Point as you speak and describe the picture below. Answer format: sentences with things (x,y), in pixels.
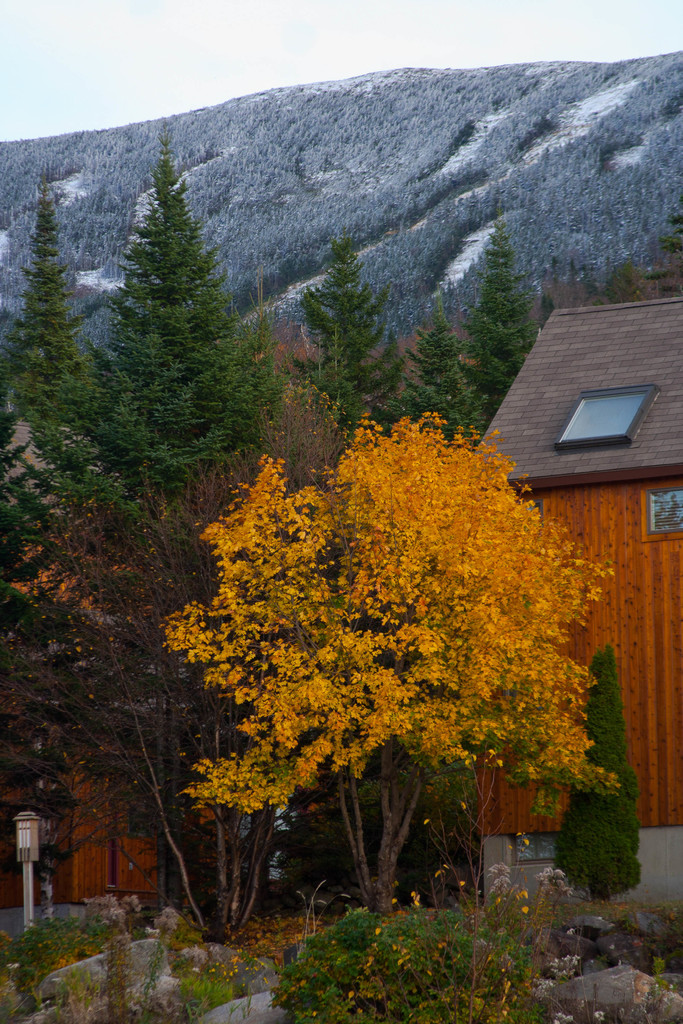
At the bottom of the picture (353,952), we see plants (374,966) and rocks (589,976). There are many trees (333,666) and buildings (543,465) in brown color. In the left bottom of the picture (31,818), we see a pole (25,829). There is a hill (315,156) in the background (388,325). At the top of the picture (239,48), we see the sky (28,32).
